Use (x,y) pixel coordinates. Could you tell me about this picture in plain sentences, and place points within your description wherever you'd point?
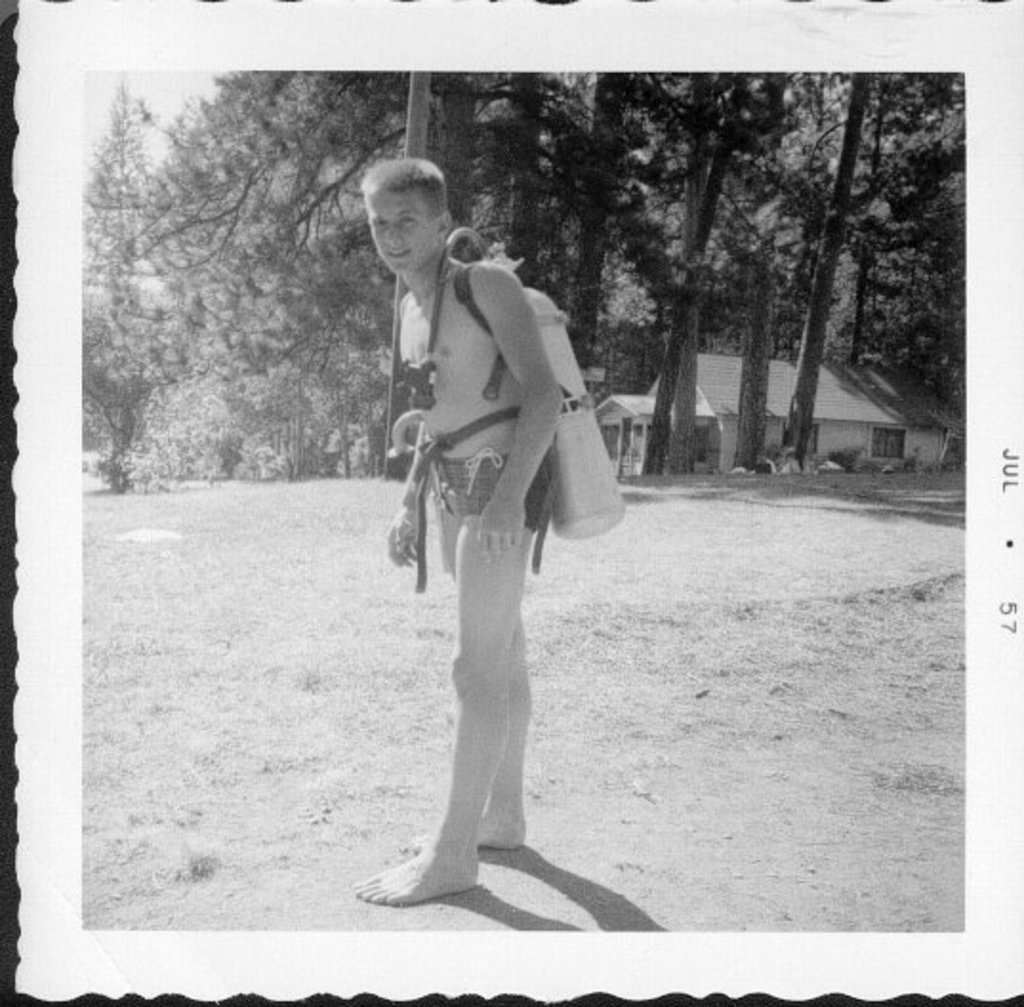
It is a black and white image, in this a boy (498,592) is standing, on the right side (941,333) there are houses (785,395) and trees (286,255).
